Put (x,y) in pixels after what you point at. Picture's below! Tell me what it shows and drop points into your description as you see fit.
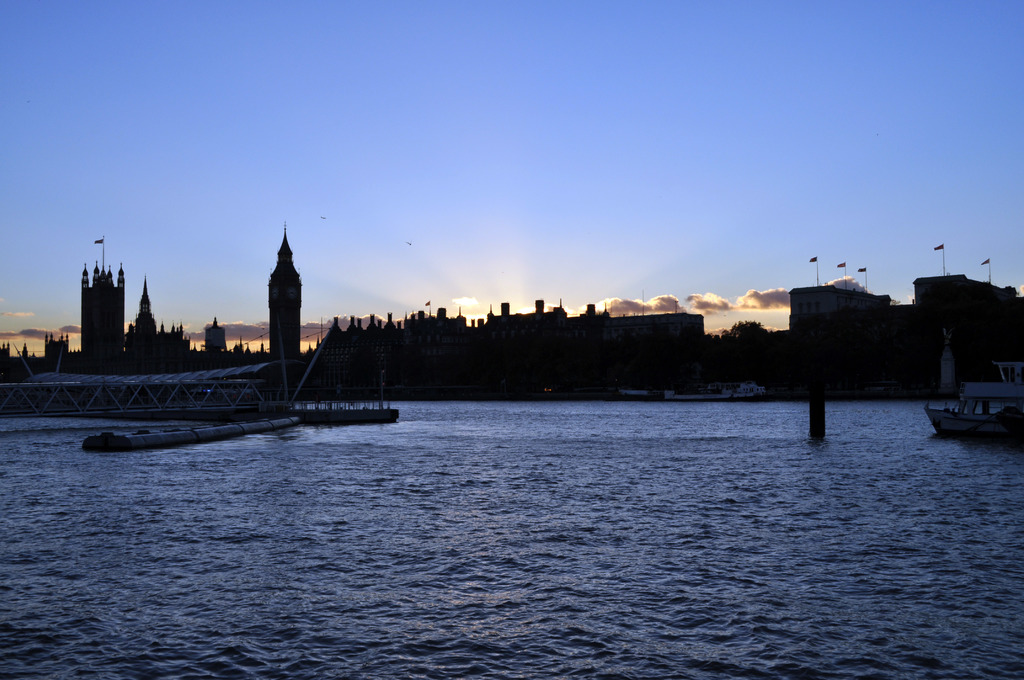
In the foreground of the picture (464,439) there is a water body (631,550). On the right (953,407) there is a boat (965,399). On the left (235,410) we can see boat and dock (158,405). In the middle of the picture (659,323) there are buildings (122,304) and flags (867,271). At the top (525,132) it is sky (675,144).
